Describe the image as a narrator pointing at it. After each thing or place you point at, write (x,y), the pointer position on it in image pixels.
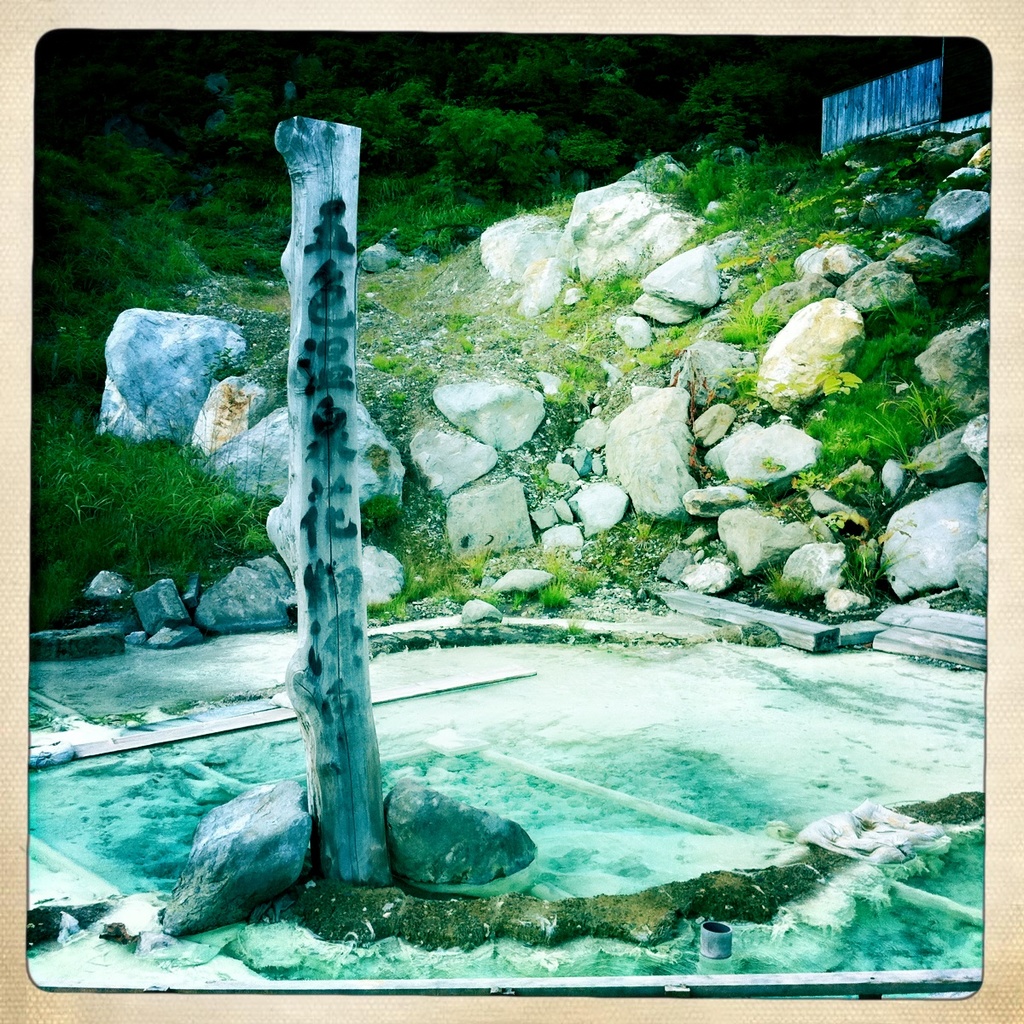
In this image in the front (304,817) there are stones (294,865) and in the center (660,679) there is water (595,718). In the background (396,143) there are trees (379,125) and there are stones (802,315) and there's grass (751,303) on the ground (396,371).
